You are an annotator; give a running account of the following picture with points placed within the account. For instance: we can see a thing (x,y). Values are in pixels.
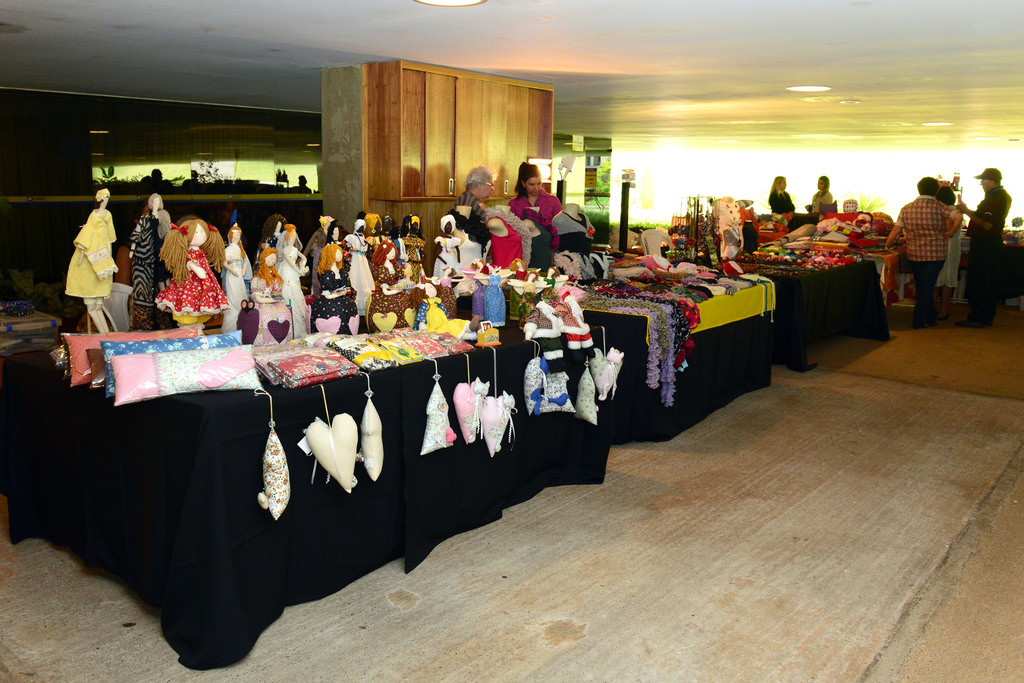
There are some dolls (409,320) and pillows (253,372) are present on the tables (385,417) covered with black color cloth (467,476) in the middle of this image (396,432). We can see there are some persons (911,226) standing on the right side of this image (927,222) and in the middle of this image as well. There is a cupboard (380,176) at the top of this image (435,136), and there is a floor (552,562) at the bottom of this image (637,596).
